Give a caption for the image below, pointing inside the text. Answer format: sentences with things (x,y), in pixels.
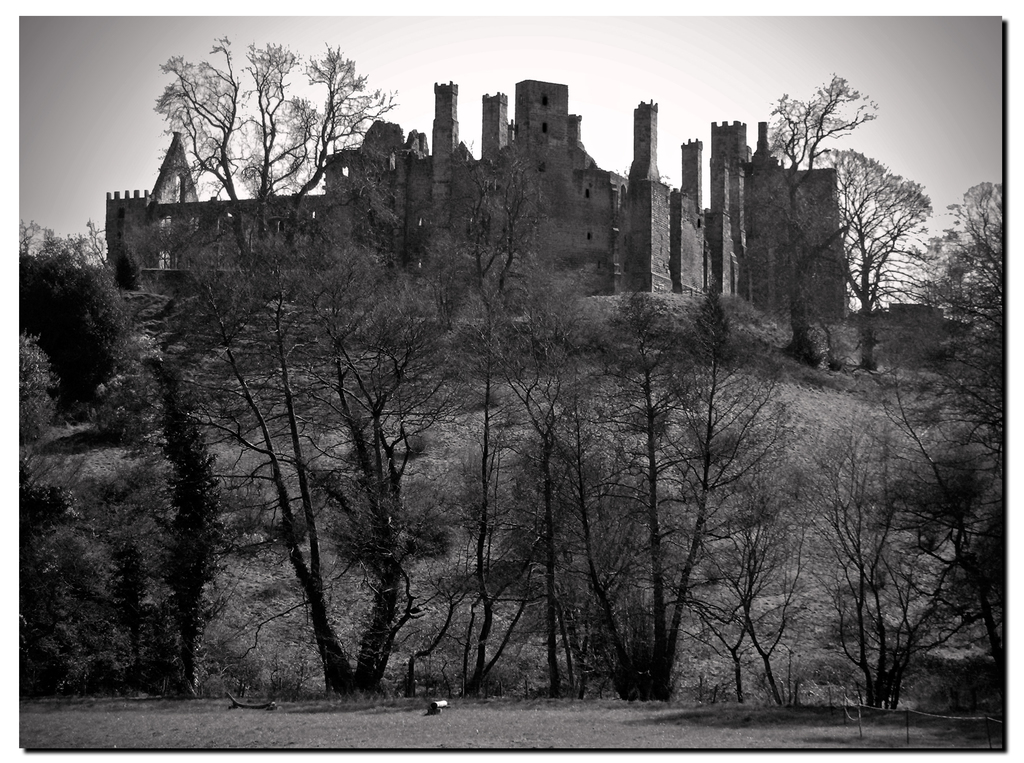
In the picture we can see some trees (146,628) and behind it, we can see a hill (668,488) and on the top of it, we can see an old house (532,141) and near it also we can see some trees (793,270) and in the background (757,148) we can see the sky (99,57).
